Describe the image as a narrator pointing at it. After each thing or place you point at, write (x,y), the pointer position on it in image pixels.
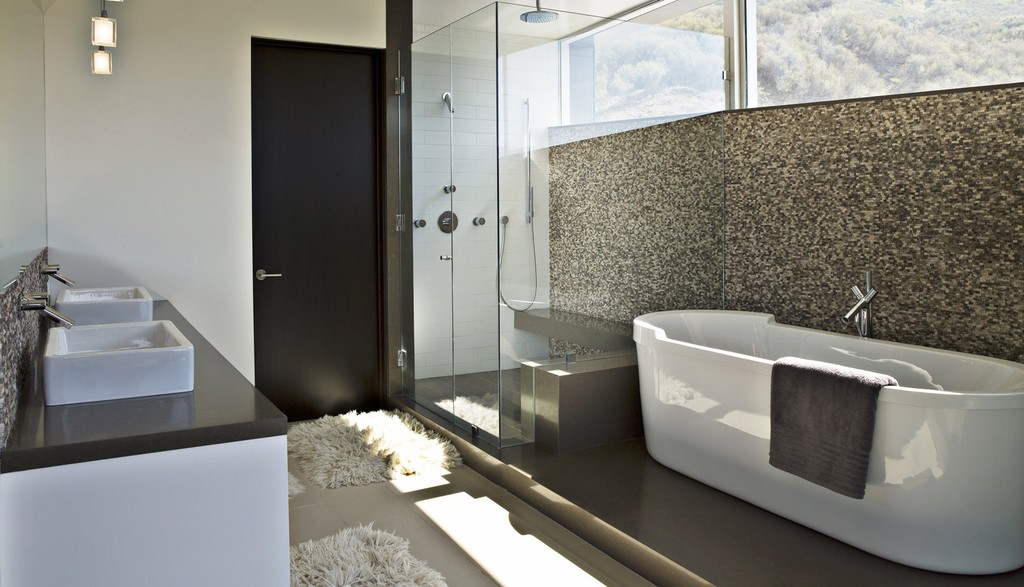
In this picture I can observe bathtub (731,353) on the right side (693,410). On the left side (86,343) I can observe two sinks (86,343) and taps (44,294) fixed to the wall (37,329). In the middle of the picture (454,328) I can observe glass door (472,228). In the background (288,197) there is wall (195,73) and door (293,196).
